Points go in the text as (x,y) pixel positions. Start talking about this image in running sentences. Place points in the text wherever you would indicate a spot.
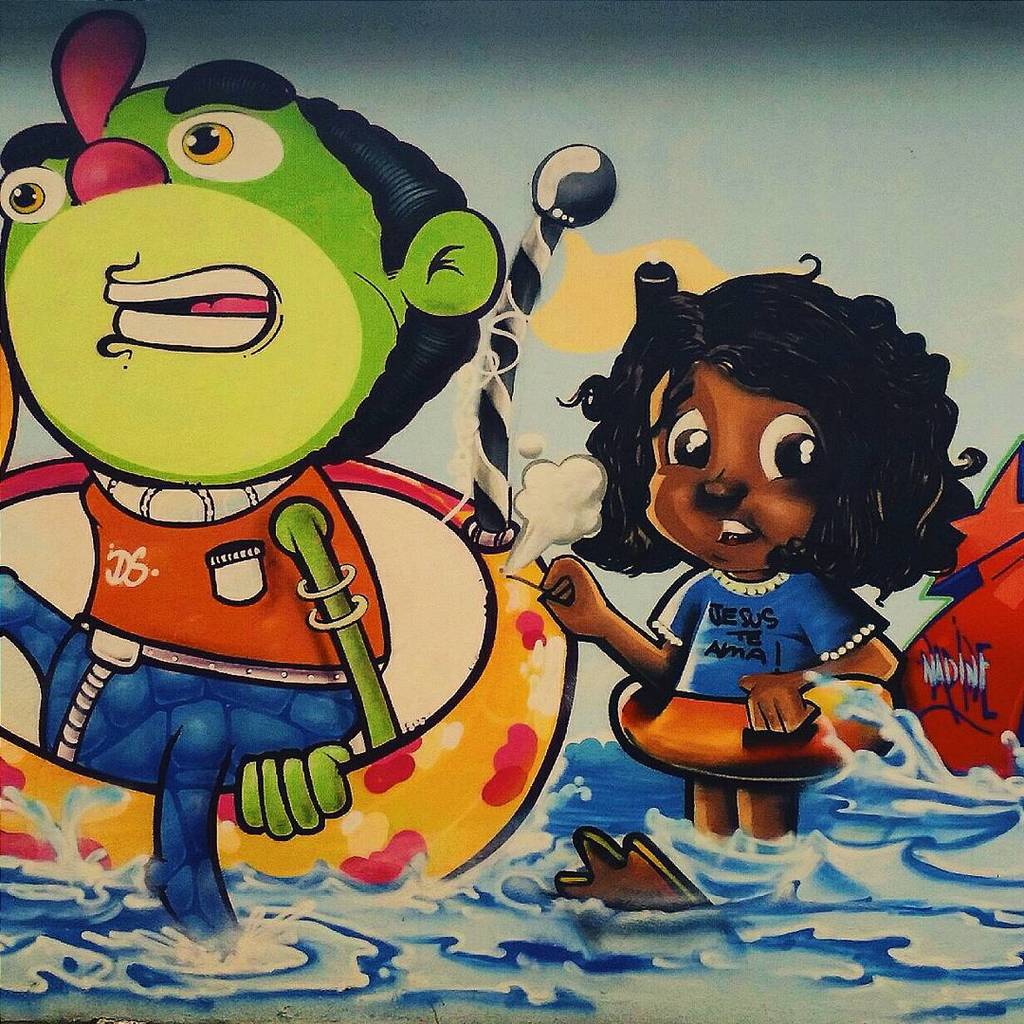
In this picture we can see painting (702,736) of cartoon images (554,662).
